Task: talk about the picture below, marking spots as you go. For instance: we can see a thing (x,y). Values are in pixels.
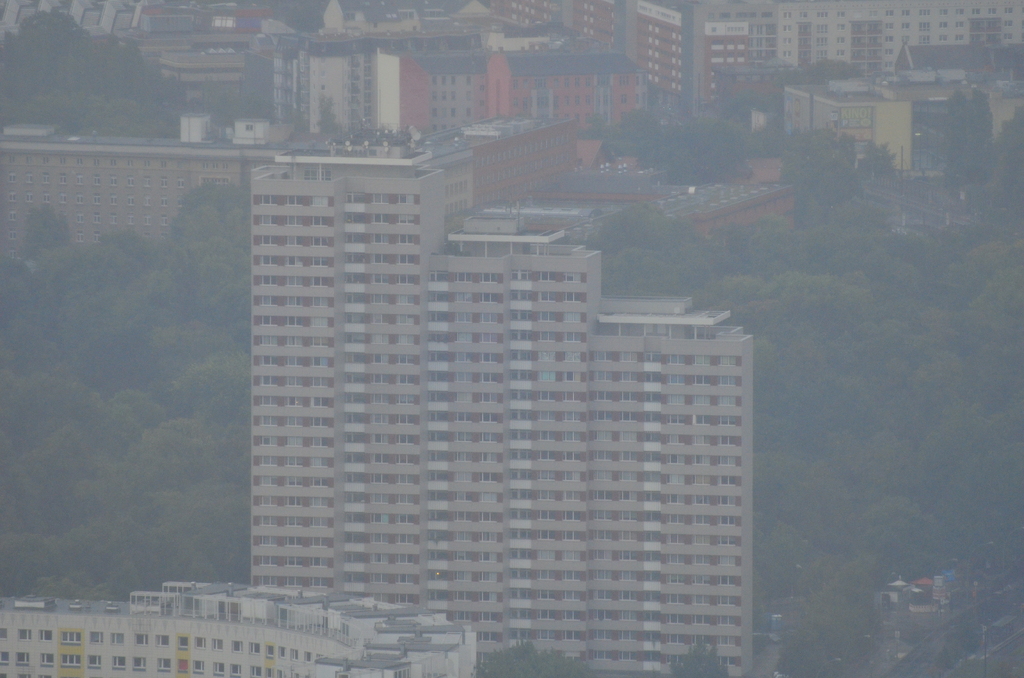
In this image, there are a few buildings (407,259), trees (163,332). We can see the ground (925,655) and some objects (960,582) on the bottom right corner (960,583).
